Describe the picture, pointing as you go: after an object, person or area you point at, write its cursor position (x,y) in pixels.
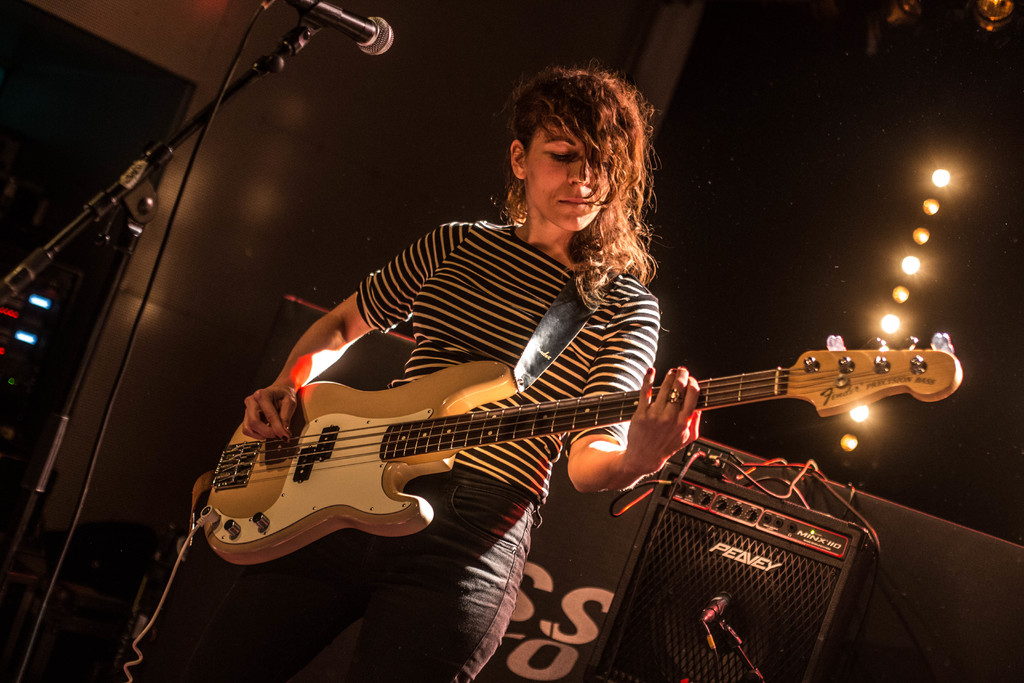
In this picture a lady (465,554) is playing guitar (560,407). She is wearing a white and black t shirt (617,336) and jeans (504,581). There is a speaker (675,624) behind her. In front of her there is a microphone (371,36). In the background (908,266) in the right side (930,206) there are lights (919,240).
